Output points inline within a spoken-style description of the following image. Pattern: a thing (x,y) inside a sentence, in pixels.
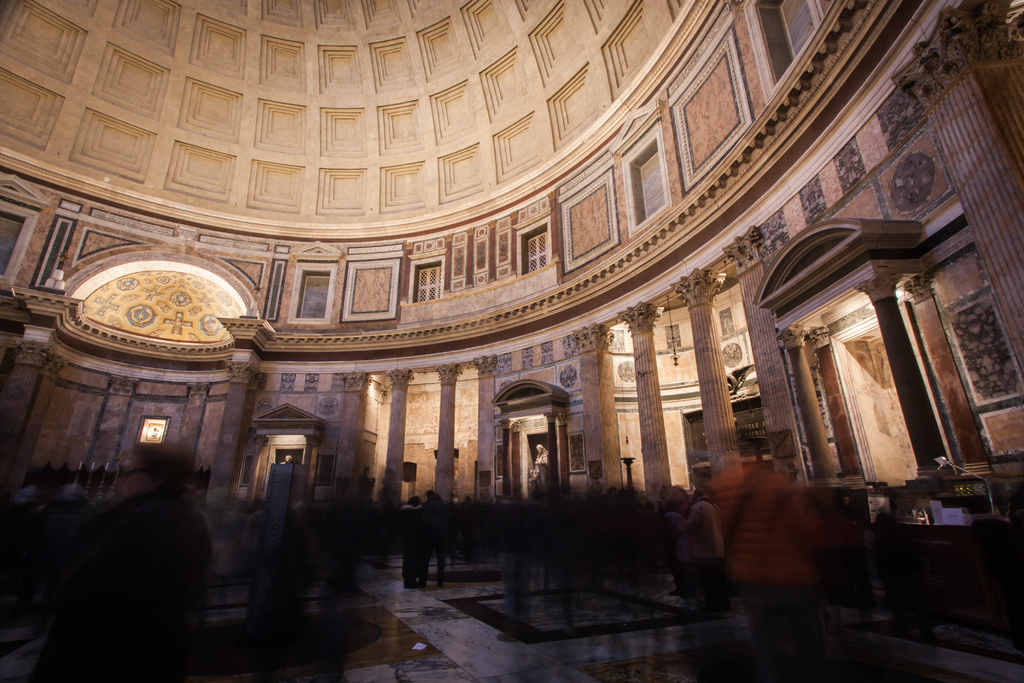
The image is taken inside the hall (936,283). At the bottom of the image (404,538) there are people (871,532) and we can see lights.
